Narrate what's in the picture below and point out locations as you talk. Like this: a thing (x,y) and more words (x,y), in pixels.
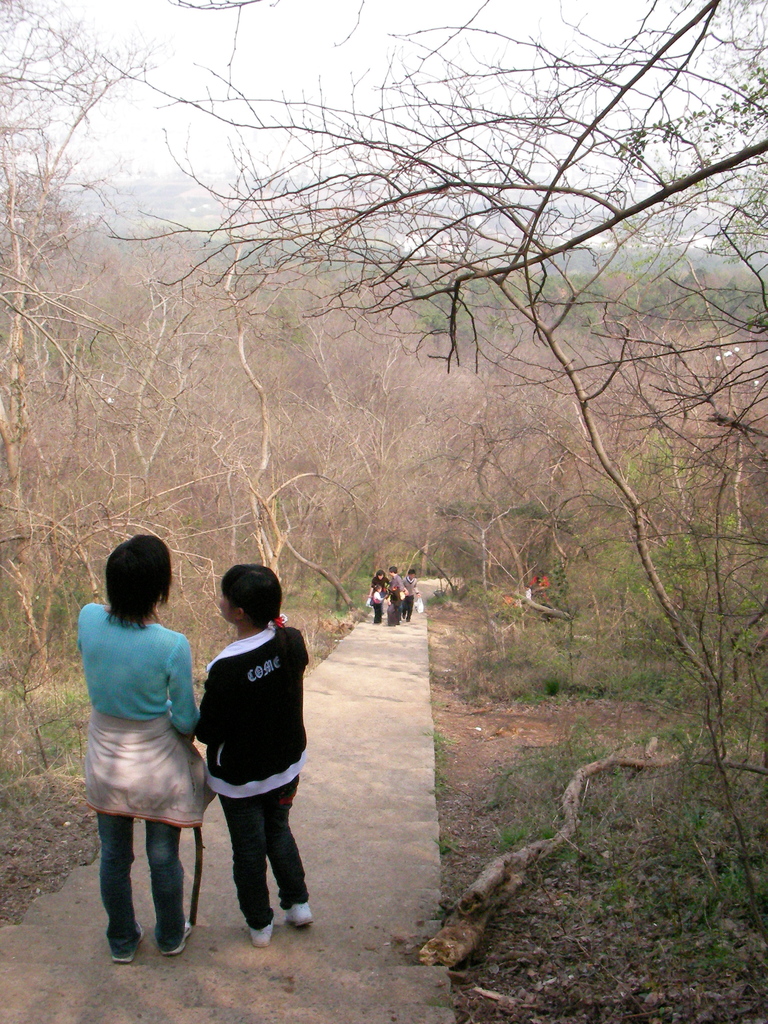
In the image we can see there are people (280,662) standing, wearing clothes (267,898) and shoes (267,931). We can see dry trees (266,428), grass (602,796), path (339,1009) and the sky (242,62).
